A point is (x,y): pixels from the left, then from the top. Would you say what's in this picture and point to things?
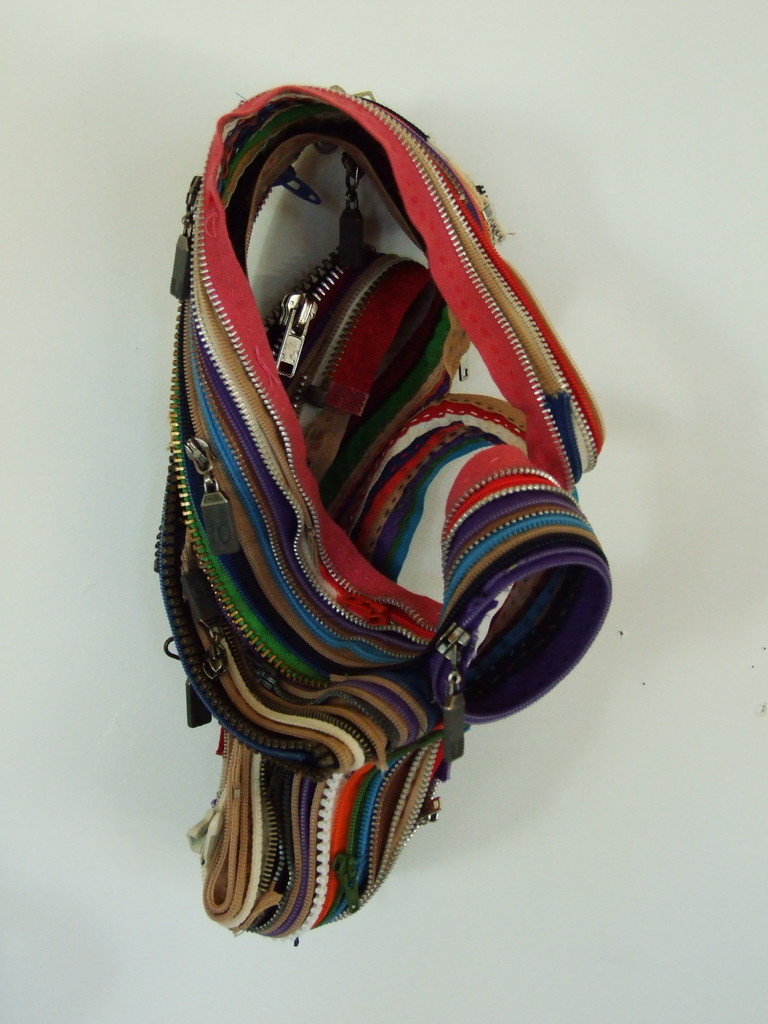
In the center of the image (378,493), we can see a bundle of zippers (301,542) on the wall (530,781).
